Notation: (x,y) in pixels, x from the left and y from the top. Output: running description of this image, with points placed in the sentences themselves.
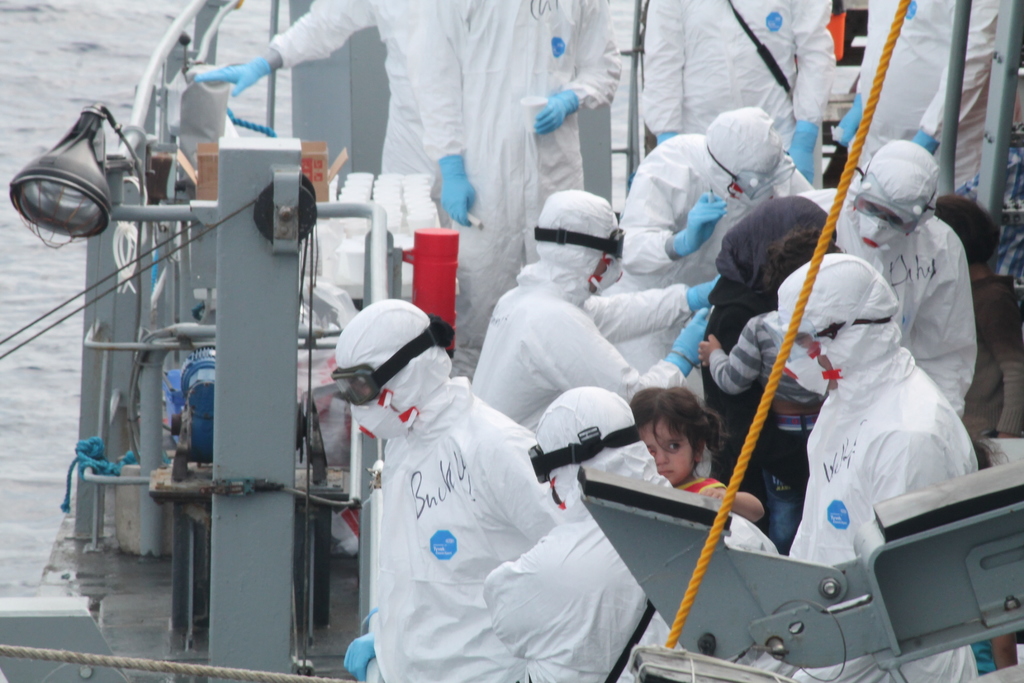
In the picture we can see some people (437,130) are standing with white dresses (430,667), blue gloves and in the middle of them, we can see a child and beside them, we can see a railing (104,261) and beside it we can see a part of the water surface (71,249).
